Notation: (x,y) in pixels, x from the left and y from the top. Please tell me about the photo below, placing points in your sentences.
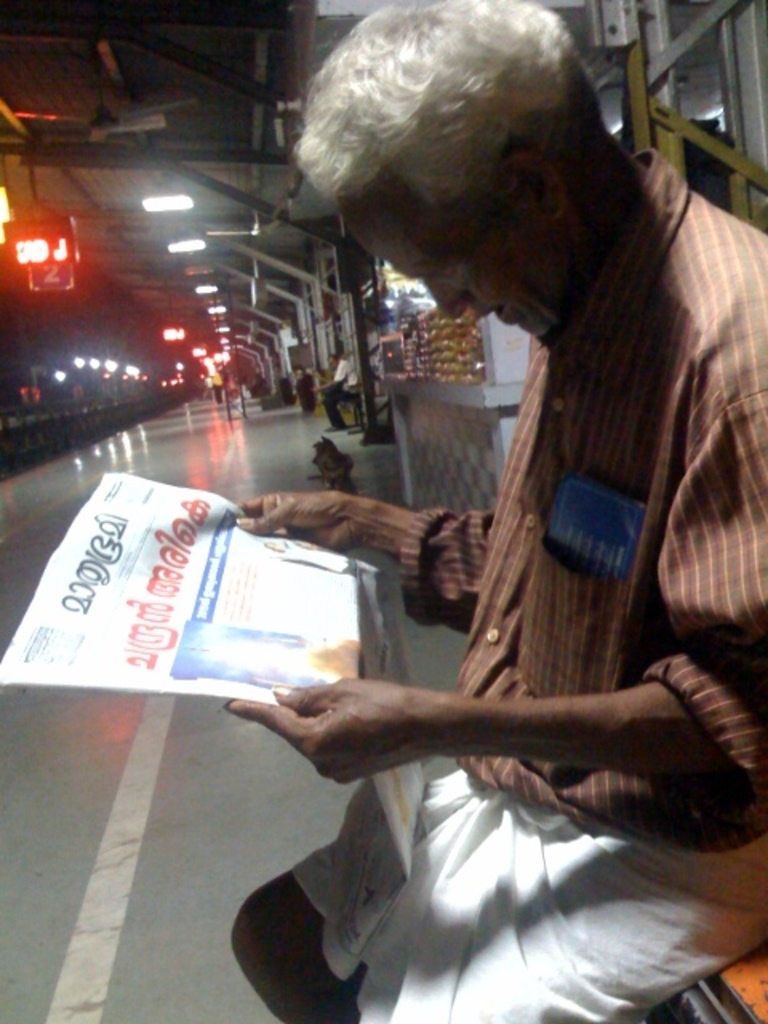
In this image I can see the platform (208,710), few persons (593,823) sitting on the platform (209,723), a person (542,745) holding a newspaper (216,604), few lights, few poles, few stores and a red colored led board (16,251).
